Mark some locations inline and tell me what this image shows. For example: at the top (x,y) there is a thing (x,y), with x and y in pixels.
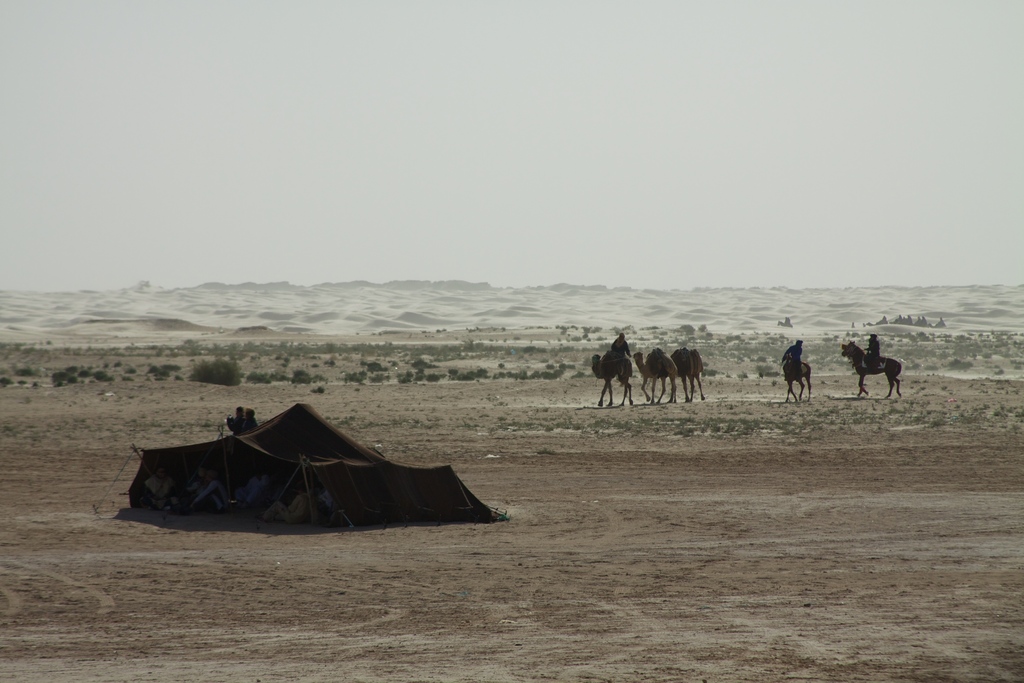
In this image we can see the tent (346,506) on the ground (836,539), camels (634,353), plants (967,347), sand (401,332) and the sky (579,83) in the background (475,311).
